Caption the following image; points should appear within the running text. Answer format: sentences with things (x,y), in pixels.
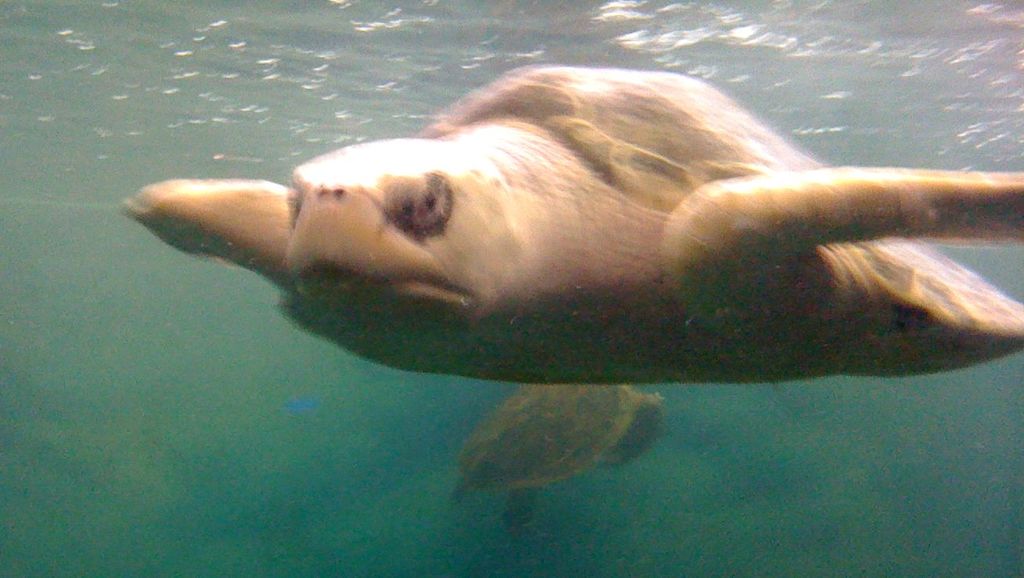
In this image I can see turtles (536,438) in the water (338,464).
